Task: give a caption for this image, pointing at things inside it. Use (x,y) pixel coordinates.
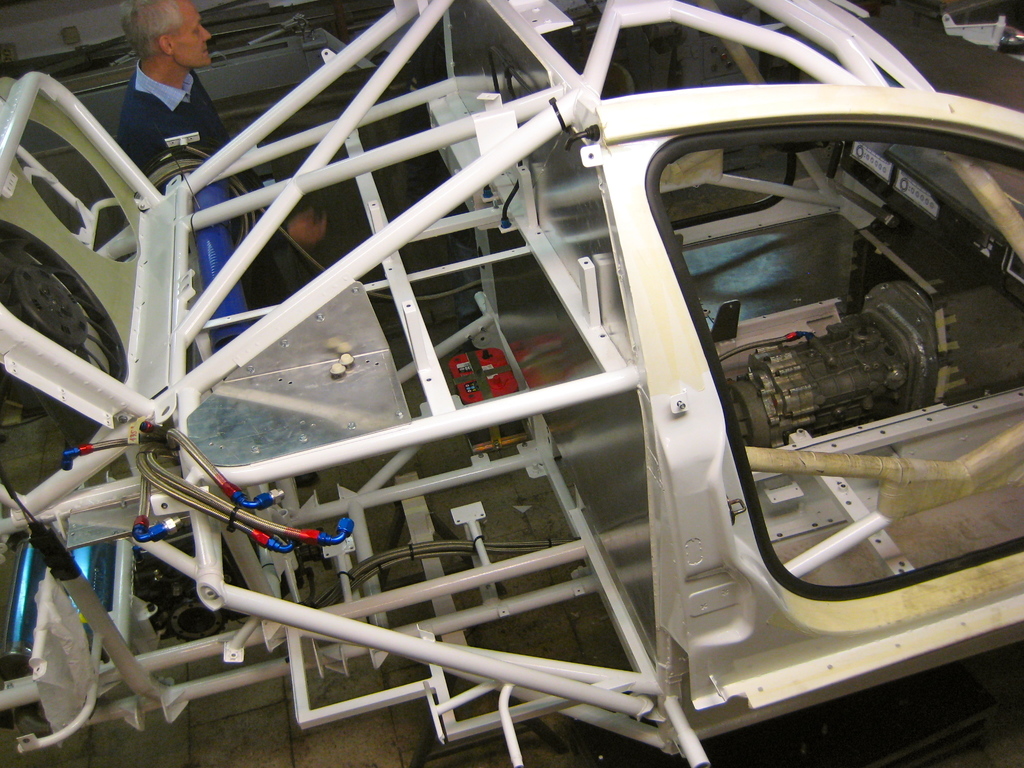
It seems like parts of vehicle (698,319) in the foreground of the image (723,611). In the background (251,54), we can see a person (224,145) and some metal objects (260,66). At the bottom of the image (318,749), we can see the floor (386,752).
